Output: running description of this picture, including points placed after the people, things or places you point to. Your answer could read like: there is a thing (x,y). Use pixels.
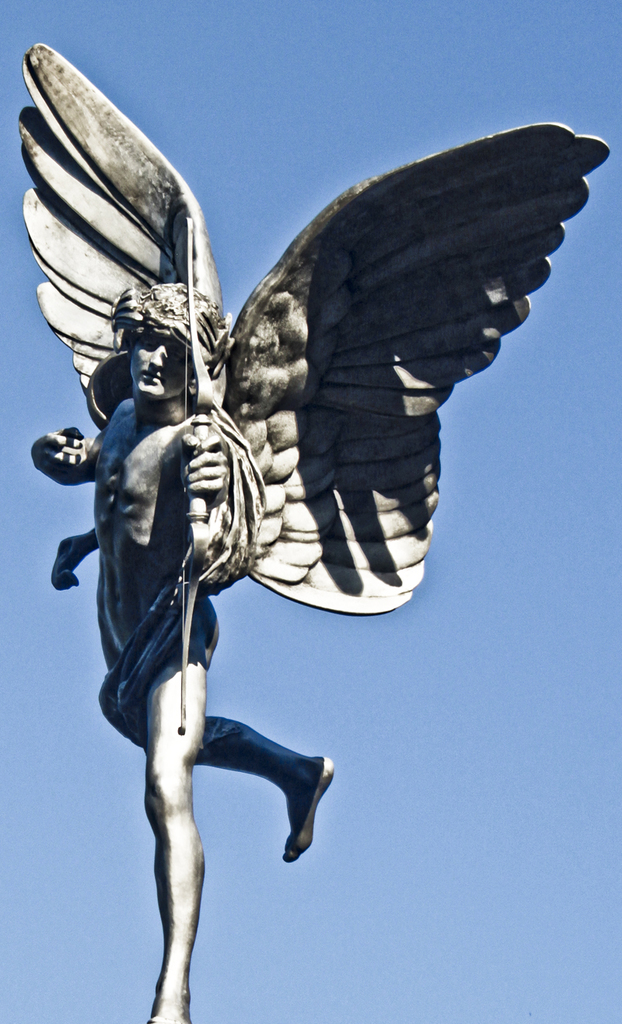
In this image we can see a statue (333,579) which resembles like a fairy (342,532) with wings (342,532) and we can also see a bow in hand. In the background (429,742), we can see the sky (461,629).
